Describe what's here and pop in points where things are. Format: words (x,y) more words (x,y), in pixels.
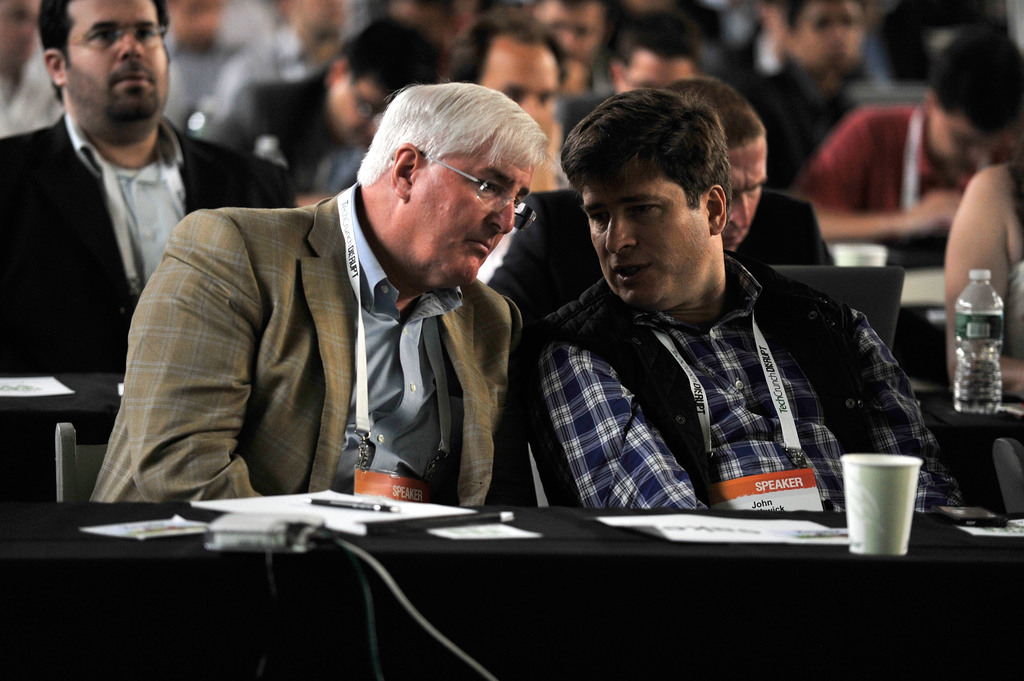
In the foreground of this picture (435,423), there are two men (474,421) sitting on the chair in front of a table (497,551) where we can see pen (339,501), paper (372,498), glass (874,514), paper weight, cables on the table (521,603). In the background (633,66), there are persons (380,49) sitting on the chair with laptops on the desk (897,250).
